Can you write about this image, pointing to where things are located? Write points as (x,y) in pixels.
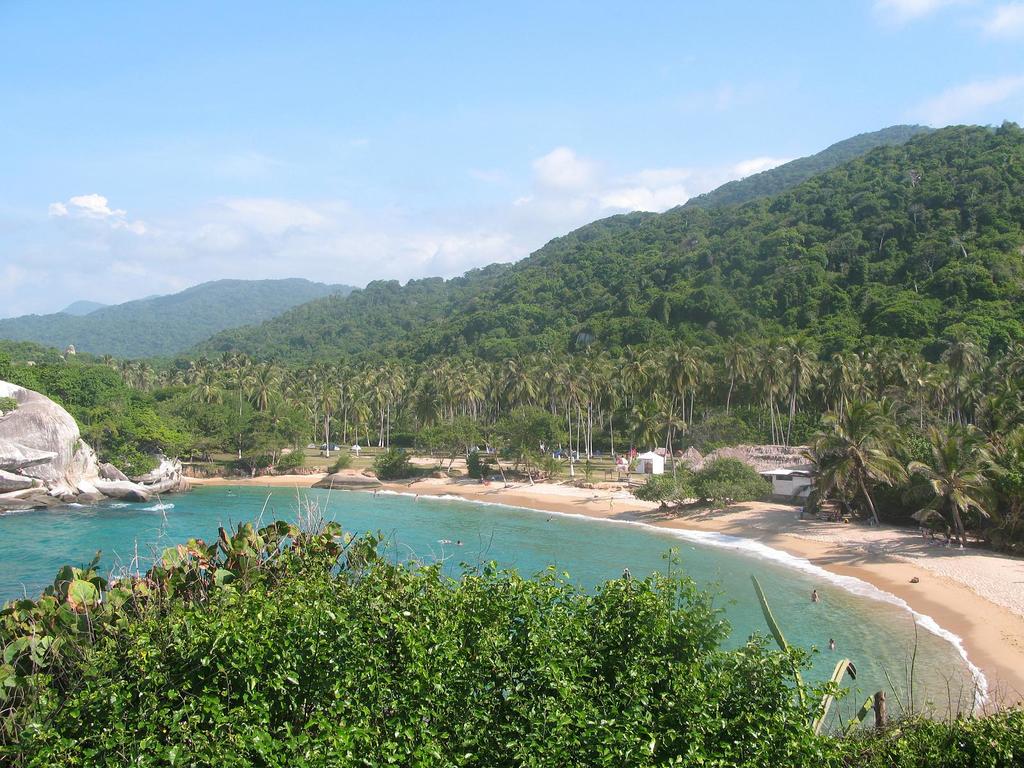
In this picture we can see trees (435,692) and water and in the background (780,300) we can see sheds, rocks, mountains (821,301) and sky (708,108) with clouds (966,111).
